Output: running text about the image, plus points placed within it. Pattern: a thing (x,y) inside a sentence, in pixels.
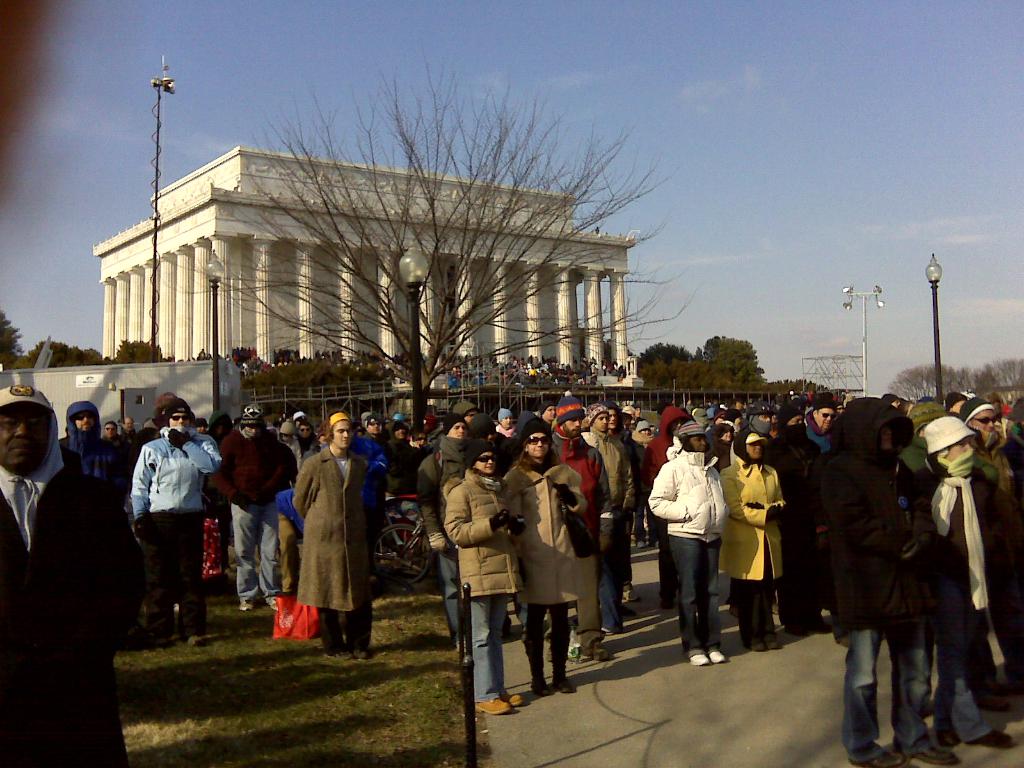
There are group of people (513,472) standing. This looks like a bicycle wheel (405,563). Here is the grass (294,723). I can see the trees (733,376). These look like street lamps (418,311). Here is a building (190,280) with pillars (194,315). I think this is a pole (151,354). This looks like an iron container (135,394) with a door (134,398).
